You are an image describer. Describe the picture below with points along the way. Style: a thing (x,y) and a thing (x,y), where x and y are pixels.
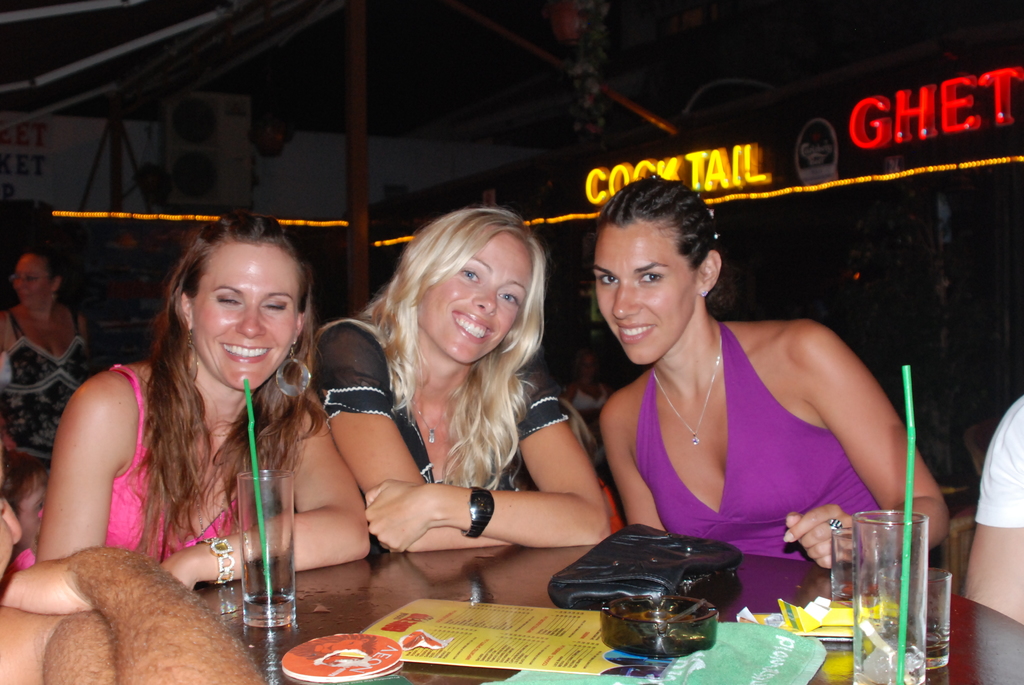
In the center of the image (559,447) we can see three persons (468,505) are sitting and they are smiling. In front of them, there is a table (491,580). On the table (503,592), we can see glasses (935,623), straws (899,642), one bag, one ashtray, papers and a few other objects (796,675). In the background (121,290) we can see the banners (17,143), lights (722,148), few people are sitting and a few other objects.
